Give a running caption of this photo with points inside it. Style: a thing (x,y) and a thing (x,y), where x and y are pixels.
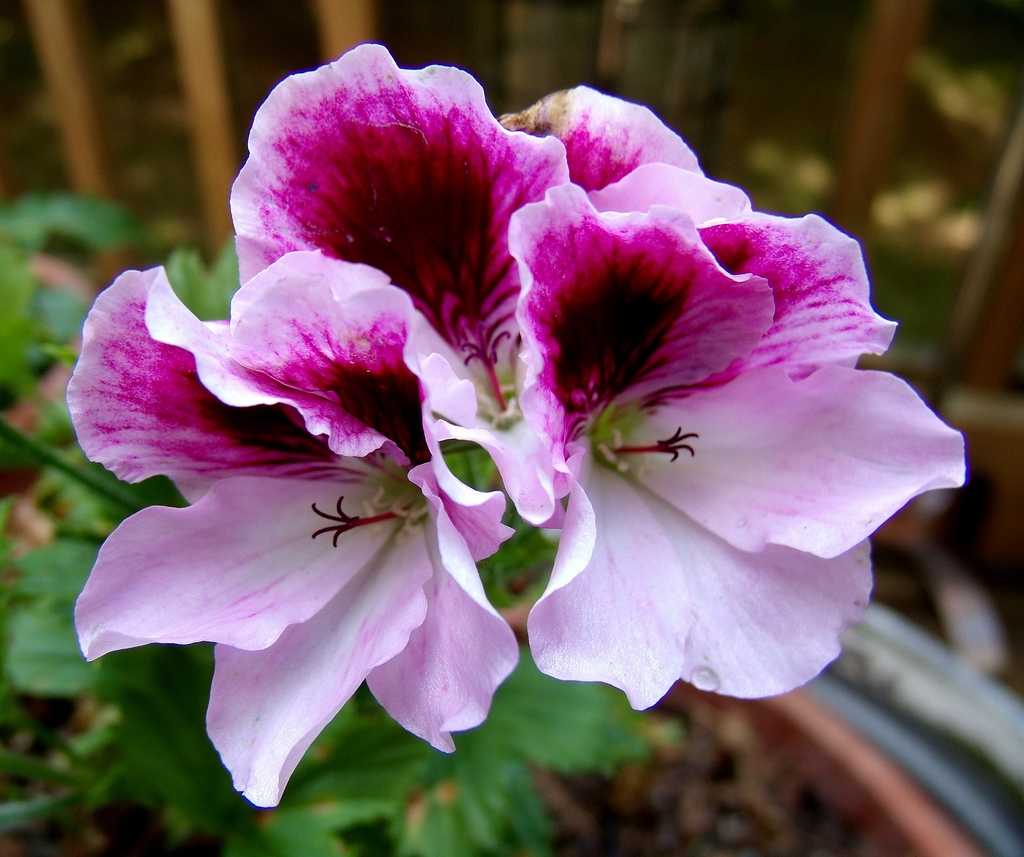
In this image there is a flower (476,428) in the middle (446,414). At the bottom (164,690) there is a plant (493,791). In the background (361,5) there are wooden sticks (868,83).
